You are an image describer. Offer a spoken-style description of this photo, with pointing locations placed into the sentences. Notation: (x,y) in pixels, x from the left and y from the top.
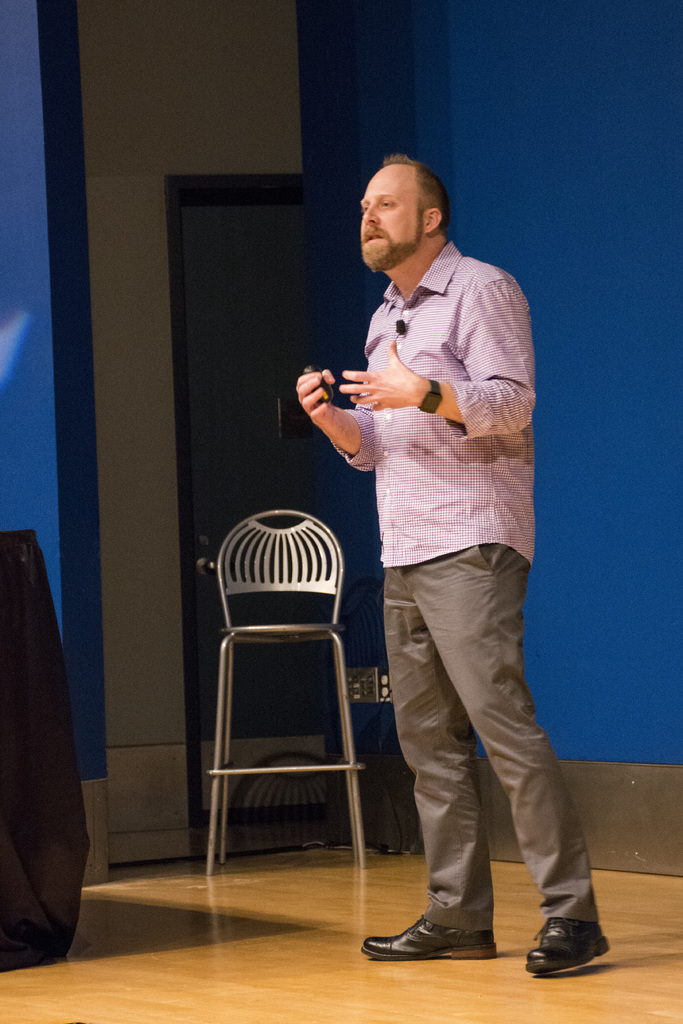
In this picture there is a man (533,343) who is standing on the right side of the image (475,551) and there is a chair (233,634) and a door (263,479) in the center of the image (243,539).
